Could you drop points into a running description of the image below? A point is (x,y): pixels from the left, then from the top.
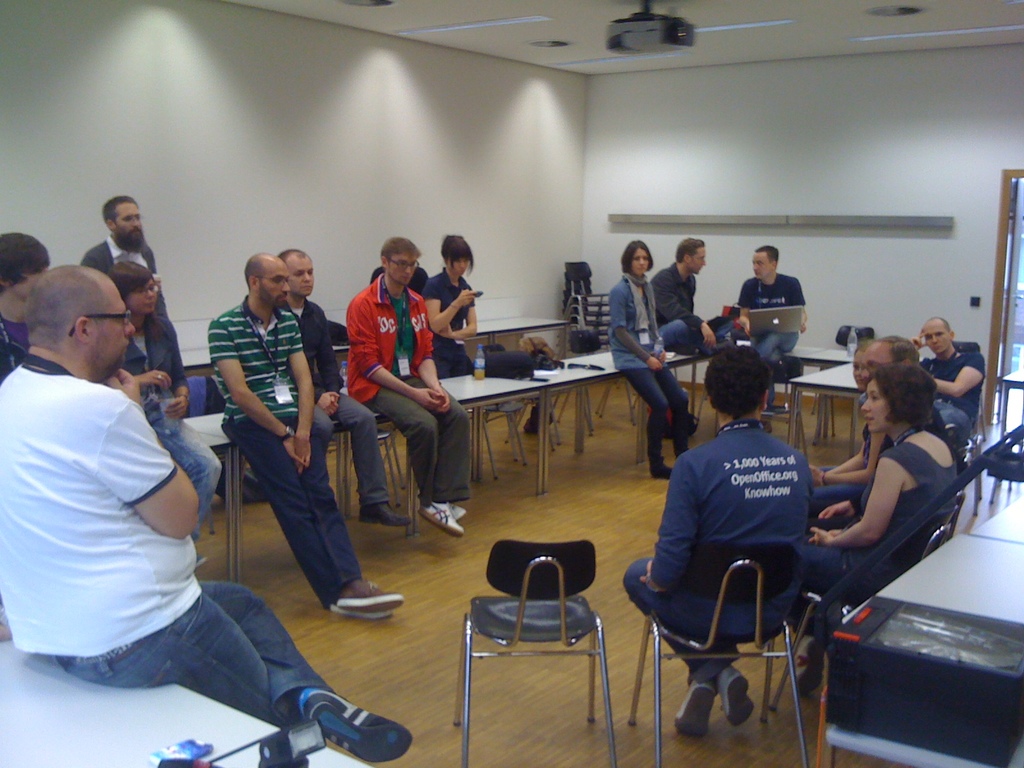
There are group of people (224,344) sitting on the tables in a room (709,316). Some of them are sitting in the chairs (754,548). And one guy (774,340) is holding a laptop (763,325). One girl (460,299) is using a mobile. In the background (431,162) we can observe a wall (453,164) here. A projector (628,49) is connected to the ceiling (669,62).
